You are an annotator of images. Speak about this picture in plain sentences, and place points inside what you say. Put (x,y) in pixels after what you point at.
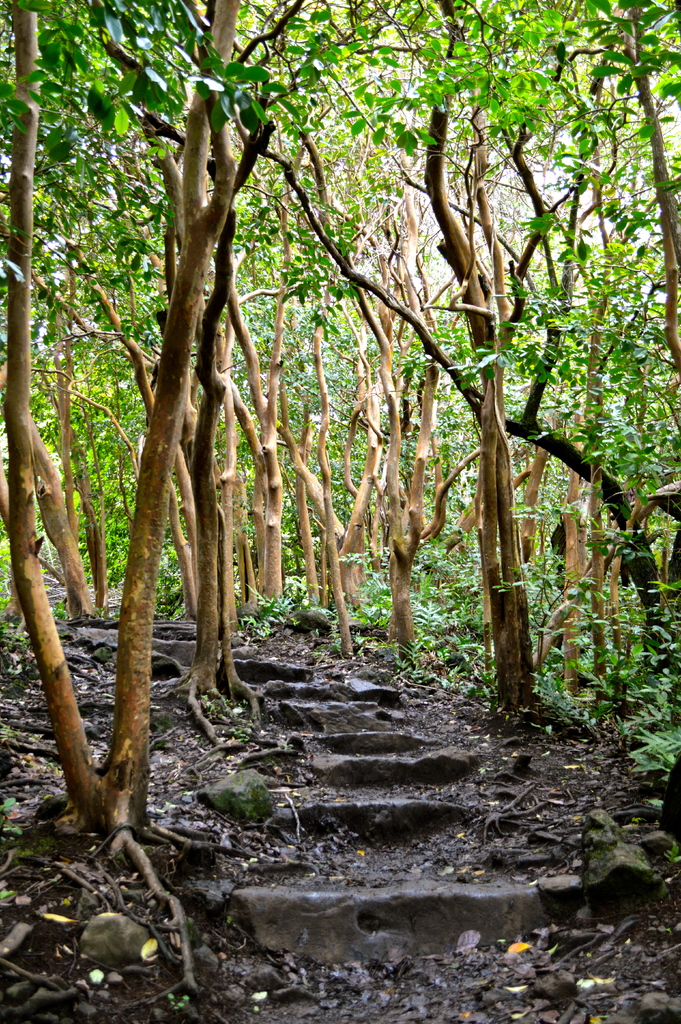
At the bottom of the image (381,838), on the ground (324,941) there are steps (282,896) and also there are dry leaves (86,877). And in the image there are trees (436,508).
